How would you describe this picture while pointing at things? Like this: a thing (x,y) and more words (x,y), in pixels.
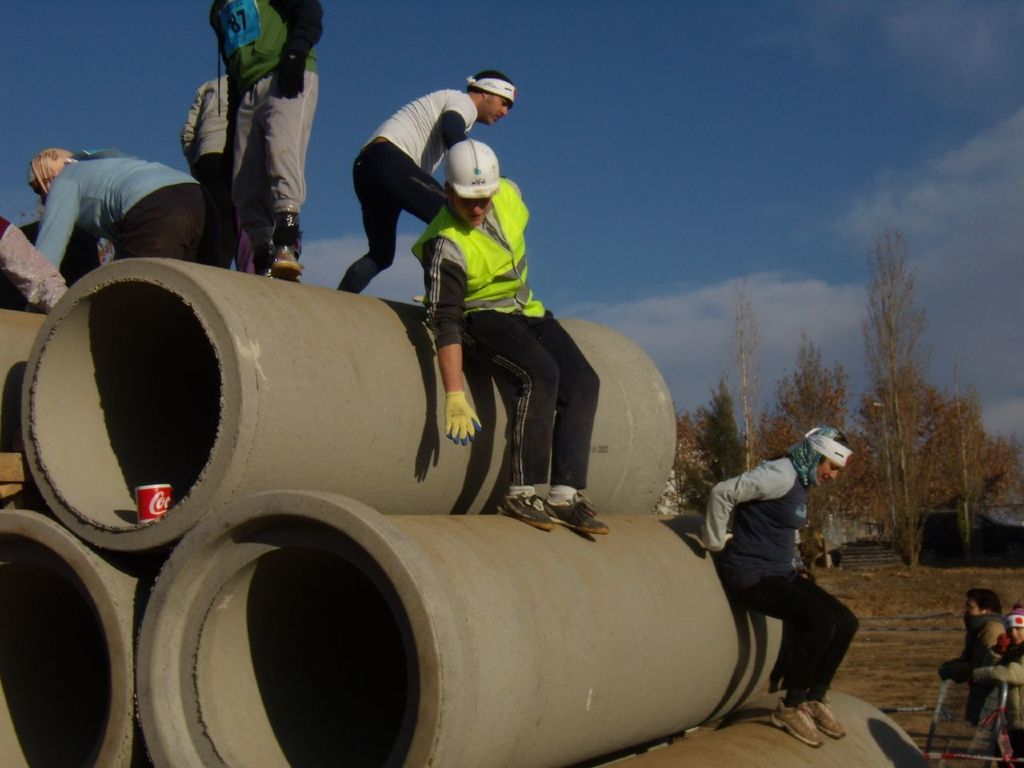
In this image we can see pipes (564,674). On that there are few people (453,413). One person (472,326) is wearing gloves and helmet (458,177). In the background (957,428) there are trees (928,426). And also there is sky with clouds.
